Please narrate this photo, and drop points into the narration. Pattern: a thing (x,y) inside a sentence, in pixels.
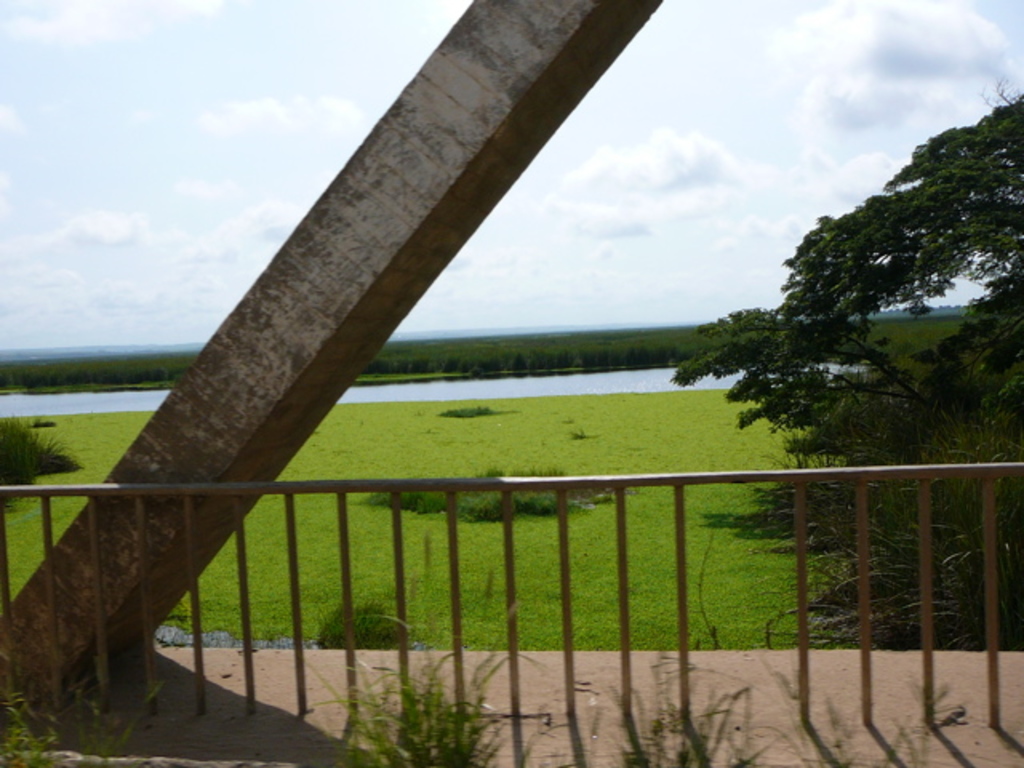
In this image I can see trees (981,179), pillar (518,55), fencing (914,476) and water (639,374). The sky (289,214) is in white and blue color.
